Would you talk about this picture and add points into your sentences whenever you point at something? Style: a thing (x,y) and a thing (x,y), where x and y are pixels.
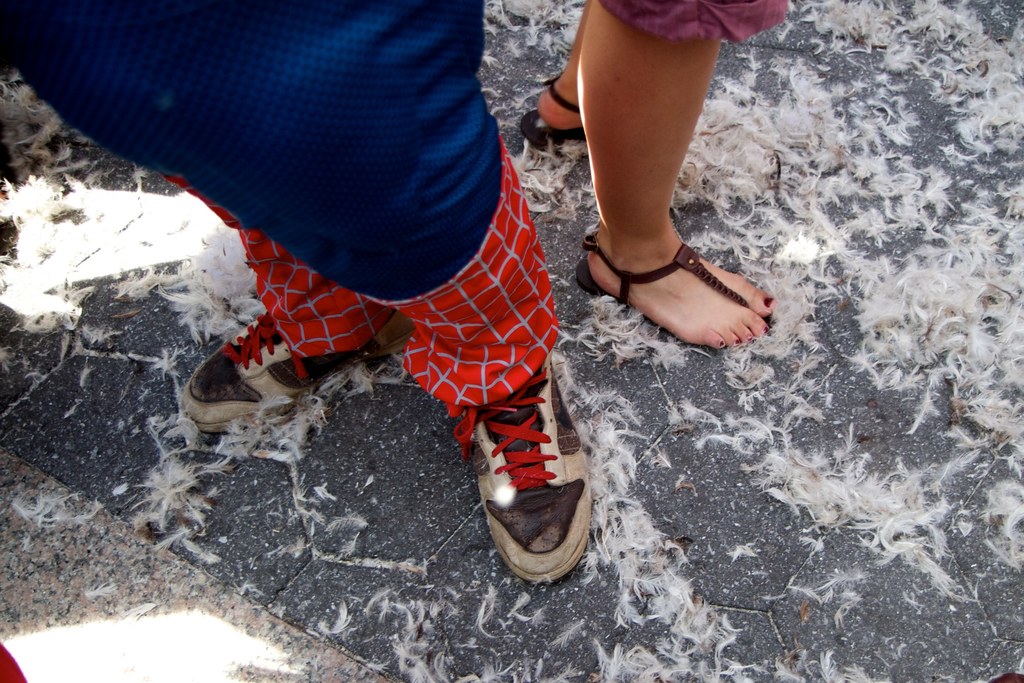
In this image I can see 2 people (305,382) standing. There are bird feathers (863,315) on the ground (954,226).
